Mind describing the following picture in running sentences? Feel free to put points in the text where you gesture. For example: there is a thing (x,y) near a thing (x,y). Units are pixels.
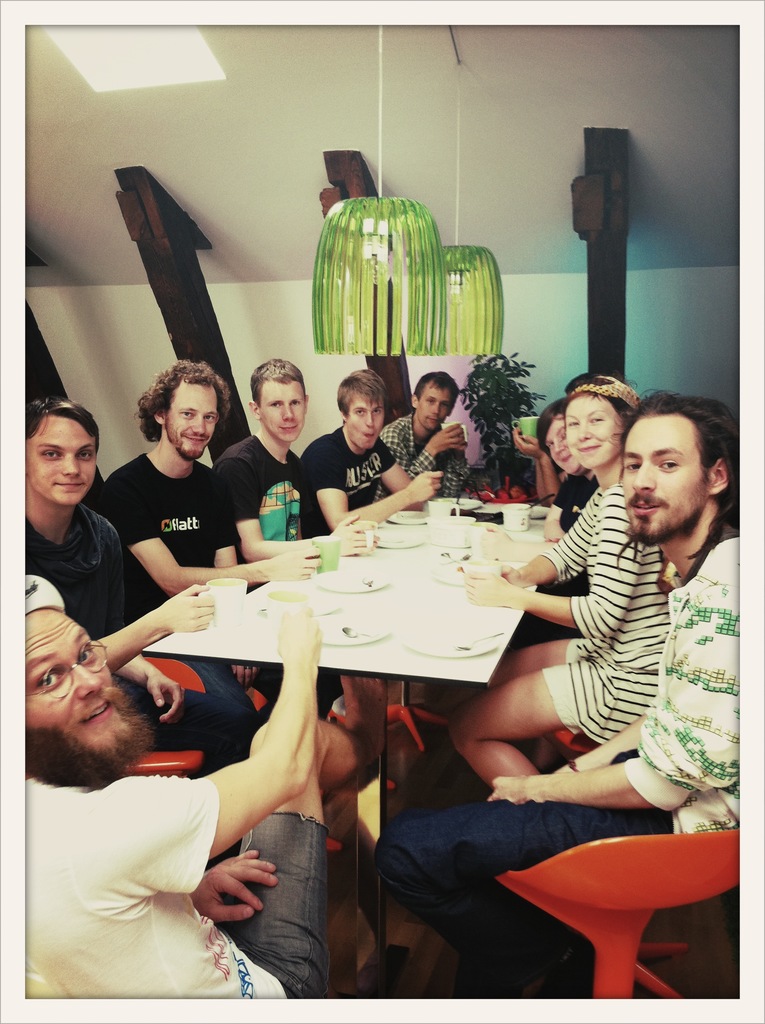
In this image I can see few people (35,662) are sitting on chairs (547,878), I can also see smile on few faces (298,405). On this table (417,604) I can see few plates (439,551) and mugs (484,527). In the background (500,422) I can see a plant (505,412).
